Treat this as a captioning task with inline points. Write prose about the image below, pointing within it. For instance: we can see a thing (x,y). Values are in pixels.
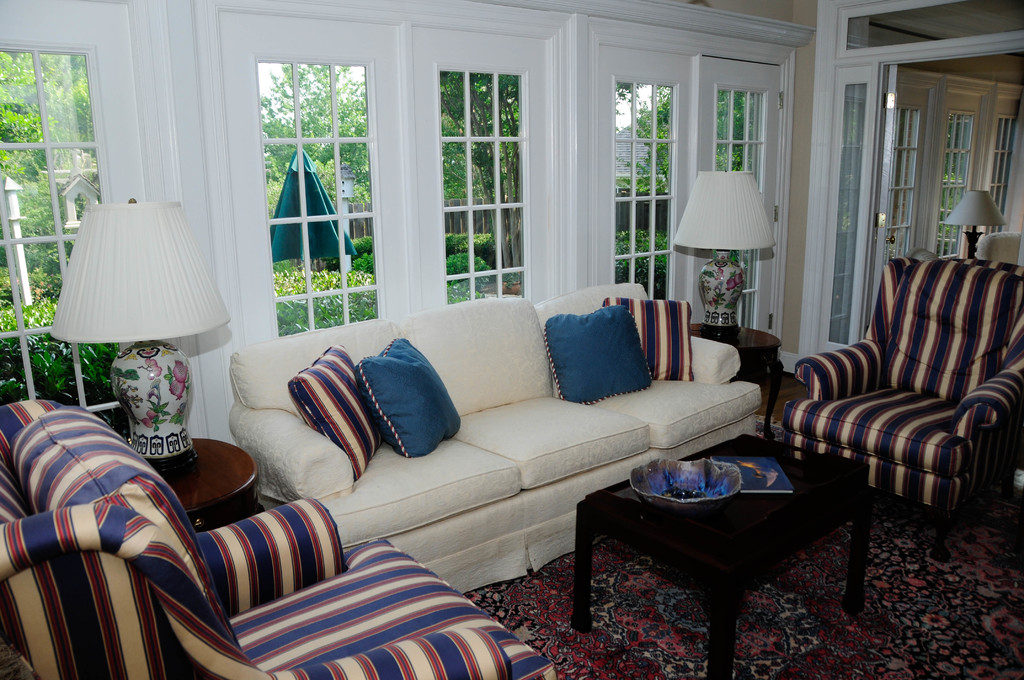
This is an inside view. In this room (454,453) I can see a couch (587,454) in white color. On that few pillows (588,359) are arranged. In the background (297,187) there are some windows (633,161). Through the windows (346,153) we can see the outside view. Outside we can see the trees (346,104) in green color. In front of this couch (565,478) there is a small table (771,508). On that table (747,511) one book (761,477) and one bowl (718,499) are placed.
